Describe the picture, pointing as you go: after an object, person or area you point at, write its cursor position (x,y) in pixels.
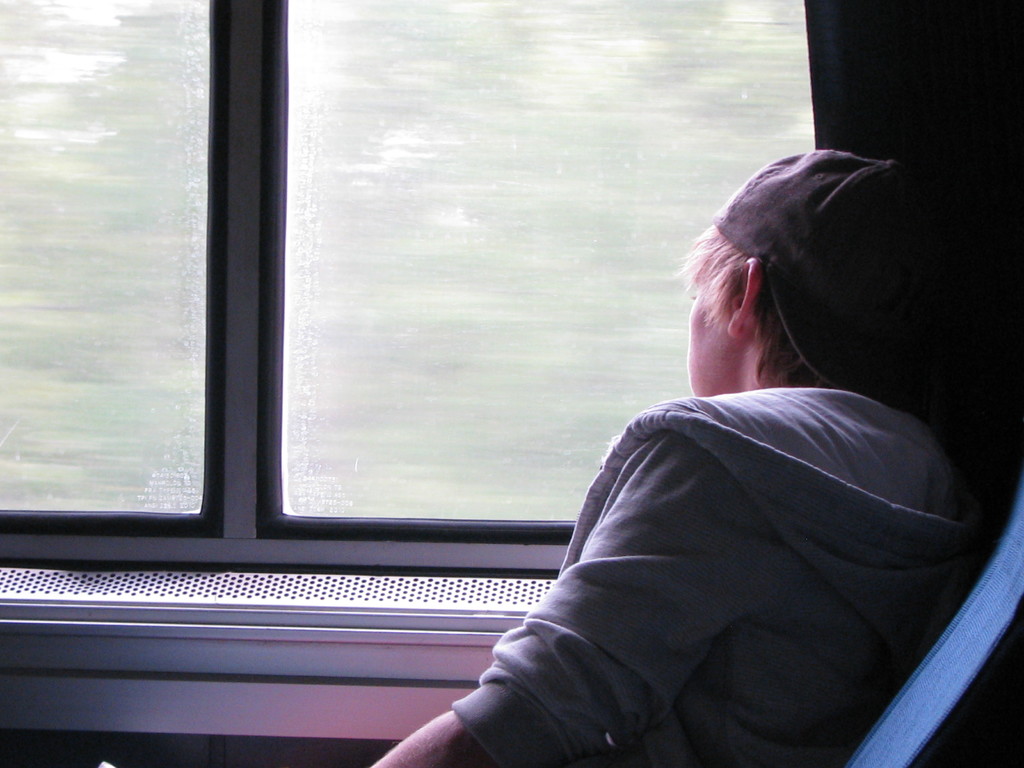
This image is an inside view of a train (618,346). On the right side of the image (842,360) we can see a person (754,437) is sitting. In the background of the image (530,422) we can see window (446,248), cloth (821,48).
